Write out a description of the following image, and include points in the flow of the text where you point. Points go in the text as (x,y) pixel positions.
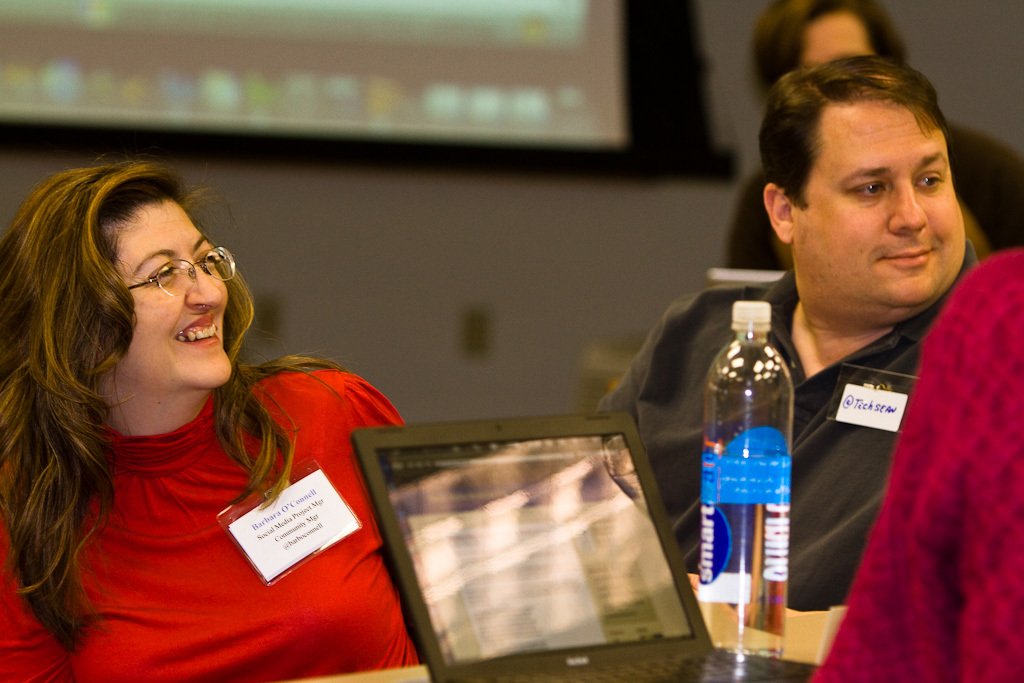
This picture shows a woman (16,675) and a man (789,579) with a smile (920,260) on their faces (191,346) and we see a person (1021,198) standing back of them and we see a screen (332,3) and a laptop (405,584) and water bottle (766,426) on the table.
